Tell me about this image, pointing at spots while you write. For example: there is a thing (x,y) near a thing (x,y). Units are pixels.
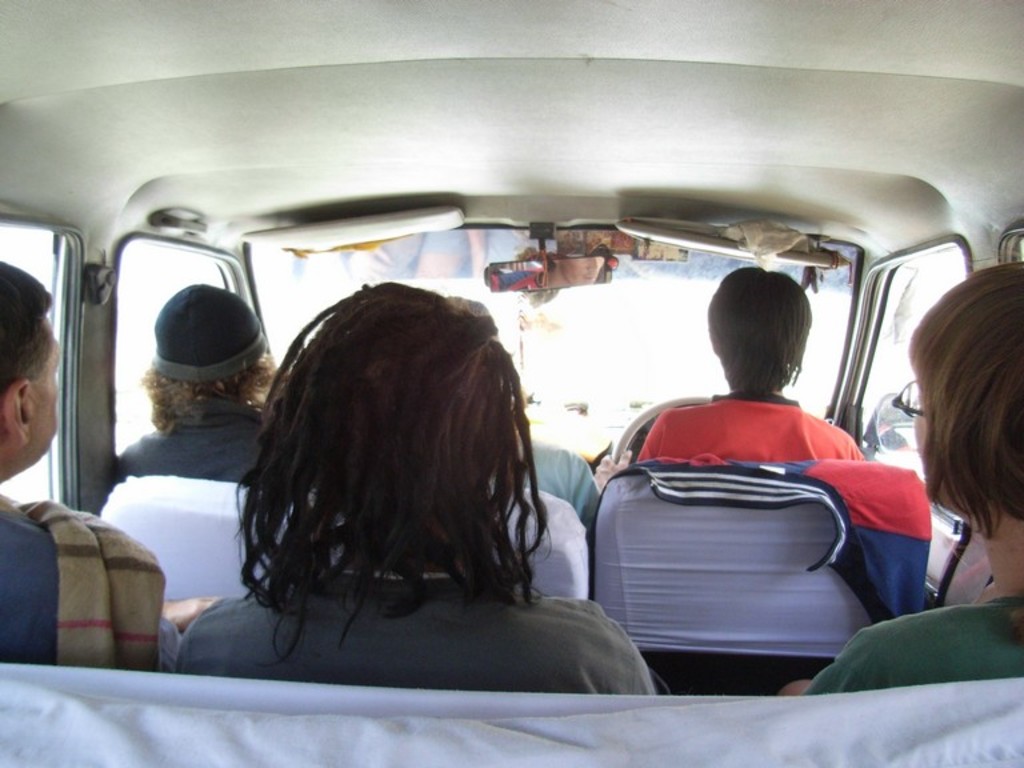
In this image we can see one car (947,597), one person (810,453) is driving and five people (969,630) are riding. There are some objects (773,241) on the car (699,330).
